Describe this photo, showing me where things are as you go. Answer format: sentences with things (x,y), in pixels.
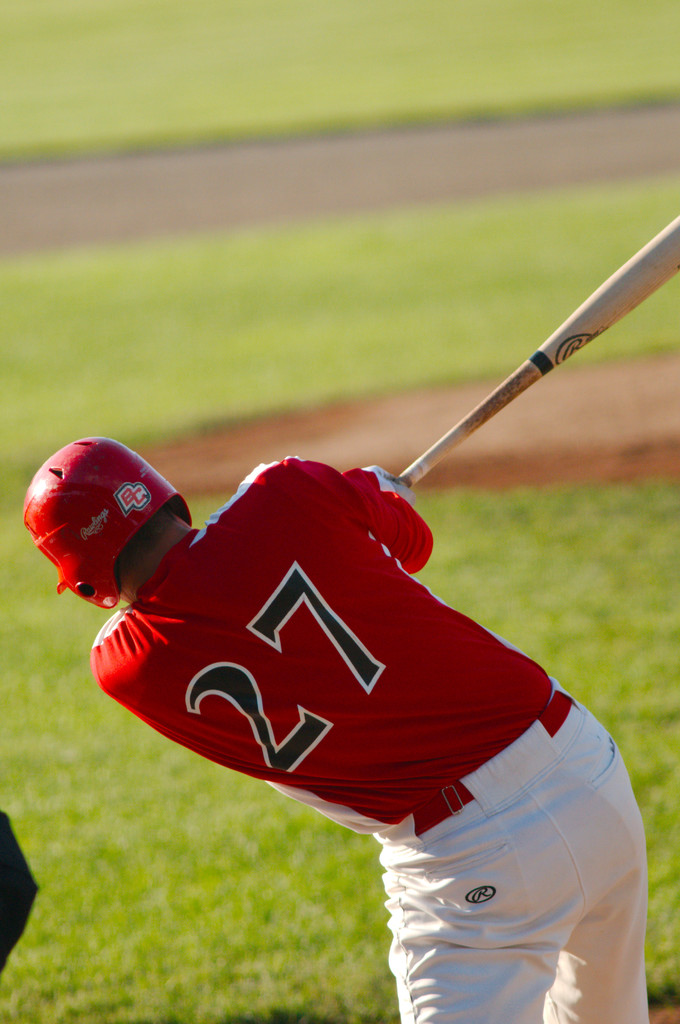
Here I can see a person (286,600) wearing a t-shirt (237,614), helmet (103,514) on the head (92,498), holding a bat (594,309) in the hand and standing facing towards the back side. In the background (365,353), I can see the grass (313,317).
